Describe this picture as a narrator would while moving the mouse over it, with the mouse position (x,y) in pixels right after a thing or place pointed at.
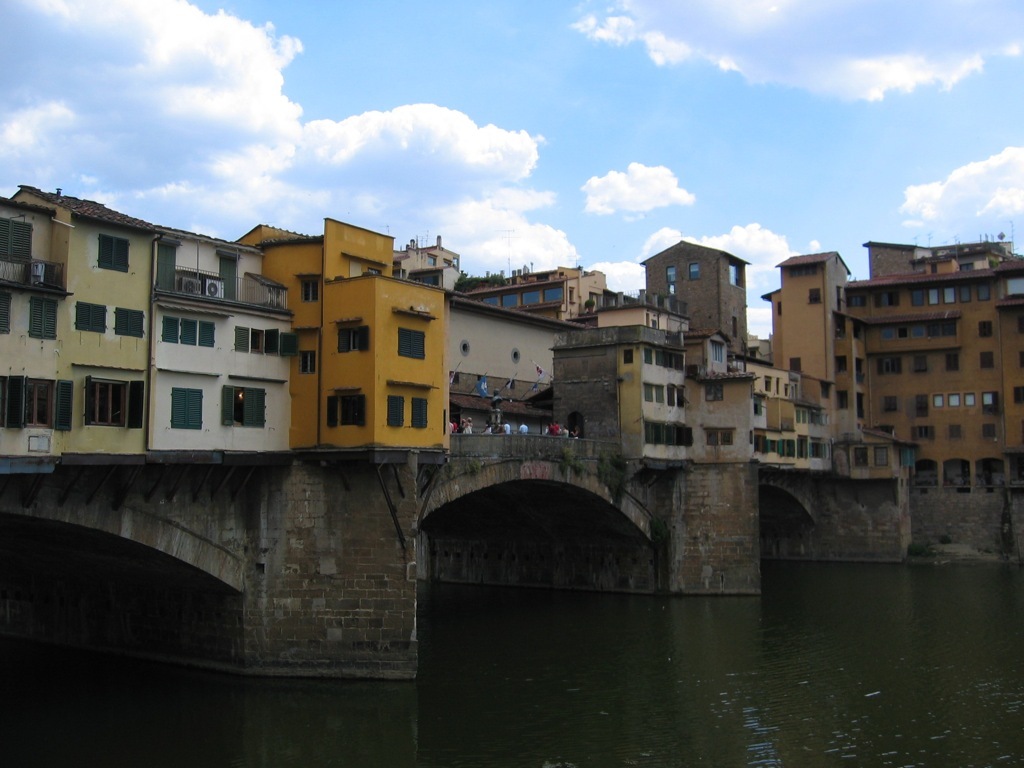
In this image I can see the water (588,706), the bridge (496,536) and few buildings (359,405) on the bridge (412,450) and few persons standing on it. In the background (404,128) I can see the sky (473,150).
